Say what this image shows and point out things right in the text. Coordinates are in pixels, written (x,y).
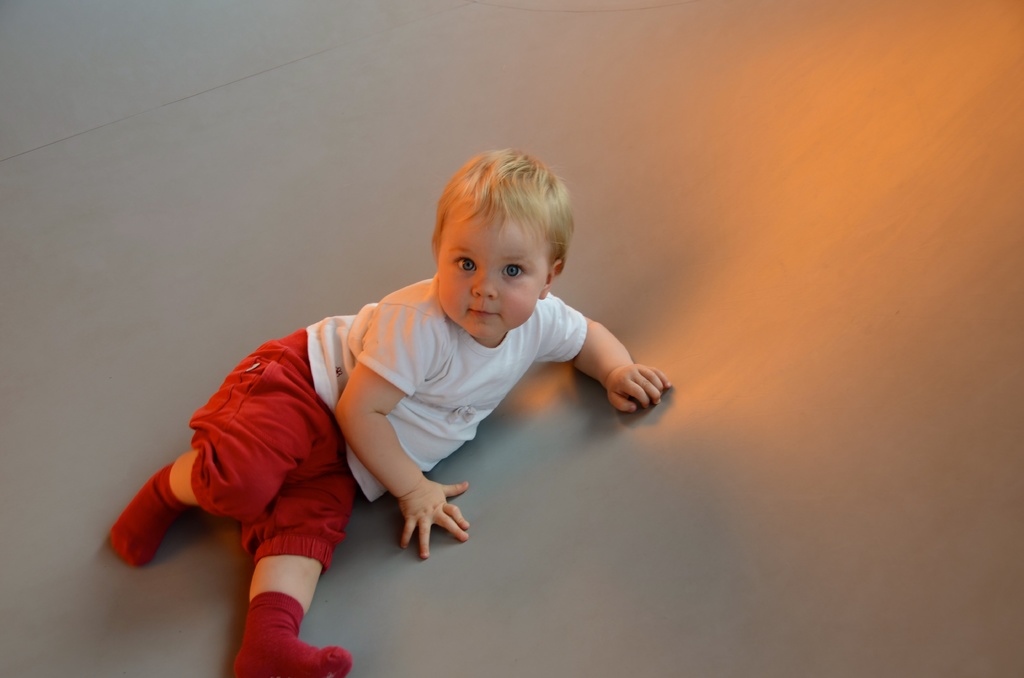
There is a kid (419,356) wearing white and red dress (289,421) is lying on a surface (674,428).
